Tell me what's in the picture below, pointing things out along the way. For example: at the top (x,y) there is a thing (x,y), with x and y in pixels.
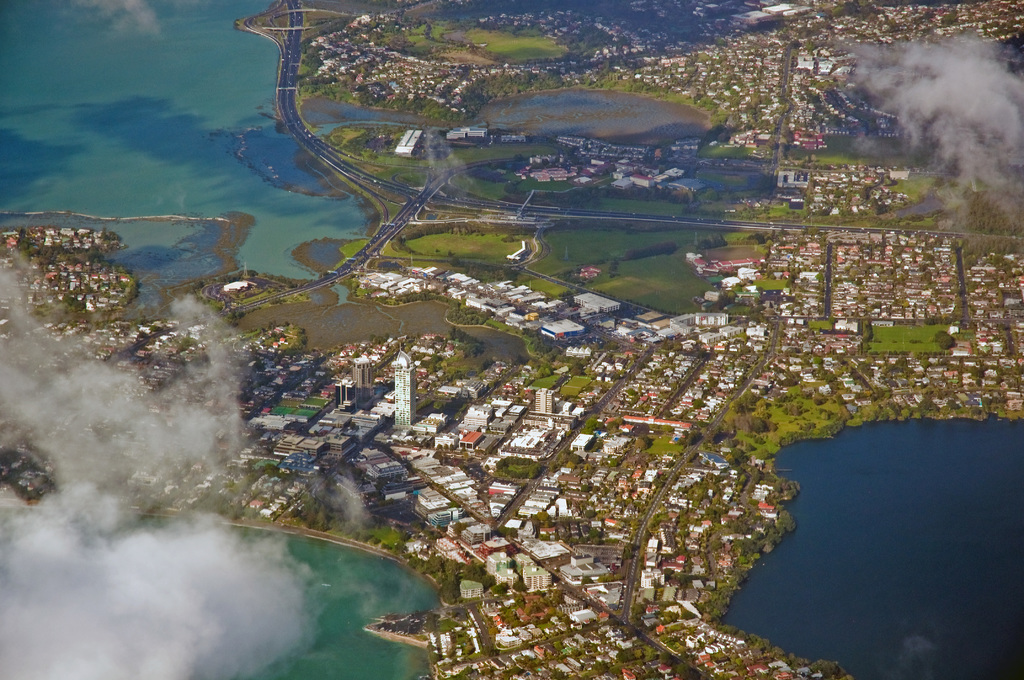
This is the aerial view of the image in which there are buildings (725,322), trees (867,326), roads (350,274) and there is water (794,541) and there is grass (593,386) and there are clouds (81,669).
